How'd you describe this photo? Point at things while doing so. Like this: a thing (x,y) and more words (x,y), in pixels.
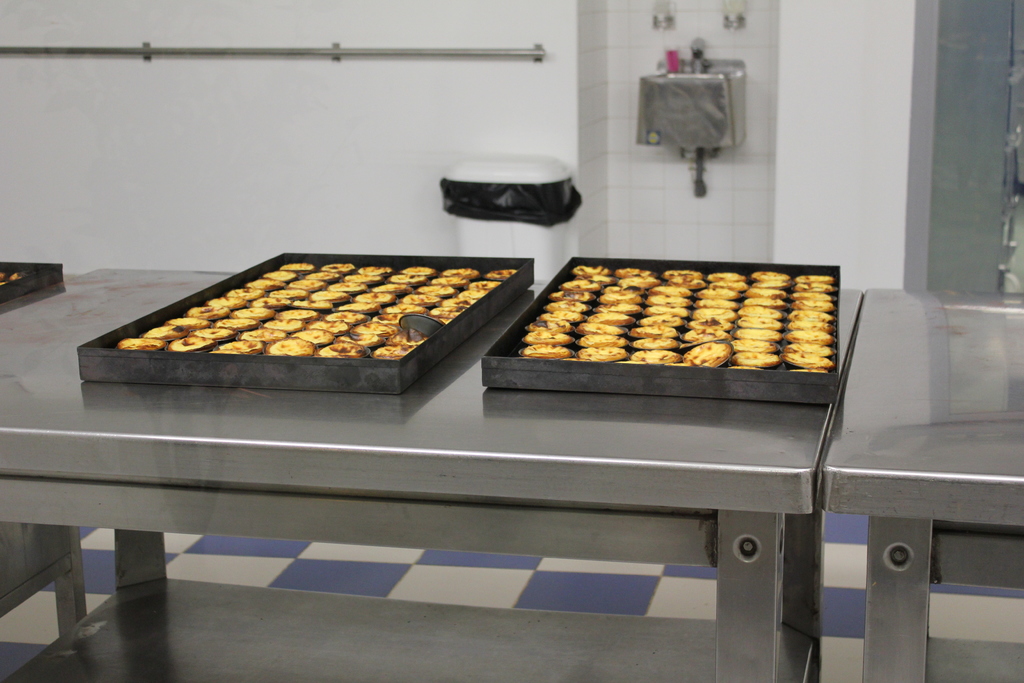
In this image, I can see the food items (413,312) on the trays (408,378), which are placed on a table (156,489). In the background (661,171), I can see a wash basin (668,140) and a hanger (94,55), which are attached to the walls (600,65). It looks like a dustbin (528,204). On the right side of the image (885,389), I can see another table (925,473).
